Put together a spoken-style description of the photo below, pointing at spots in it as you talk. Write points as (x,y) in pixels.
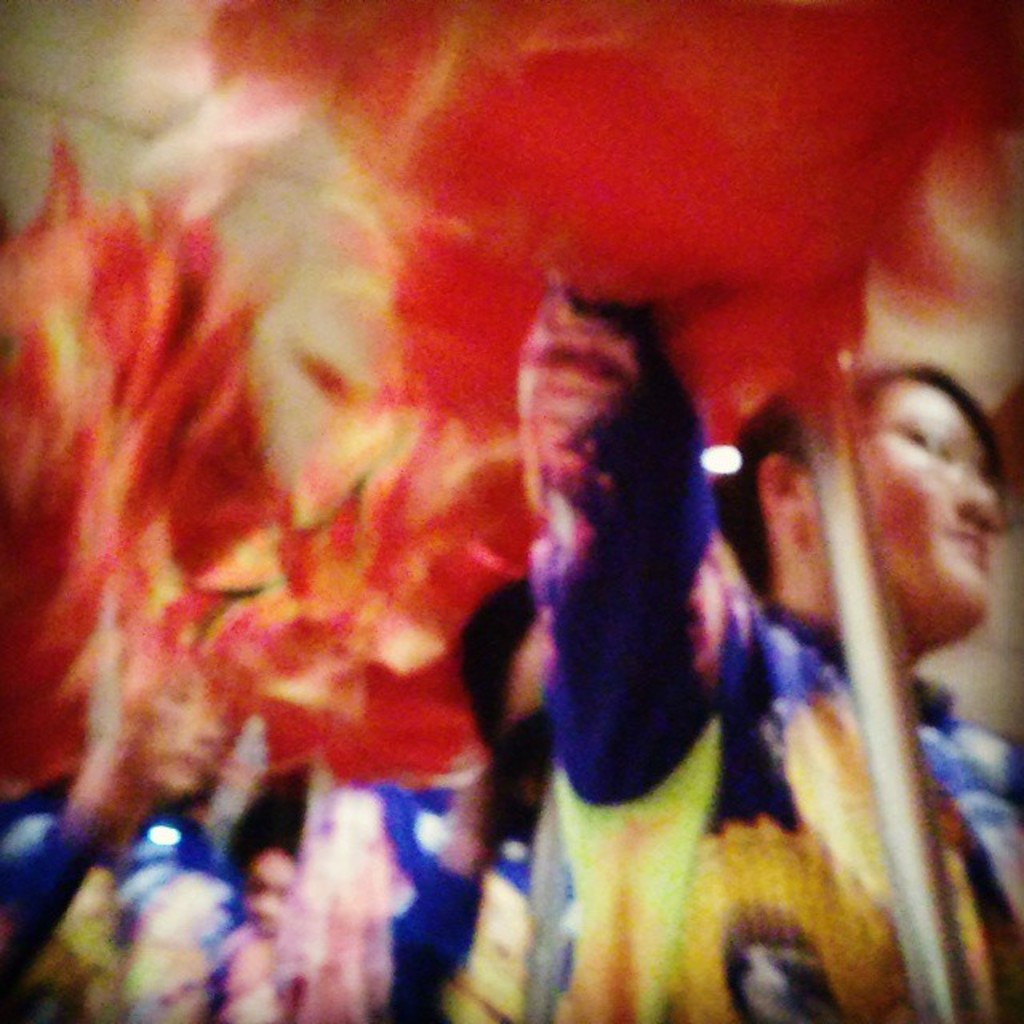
In this image we can see these women (901,594) are holding something in their hands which is in red color.
